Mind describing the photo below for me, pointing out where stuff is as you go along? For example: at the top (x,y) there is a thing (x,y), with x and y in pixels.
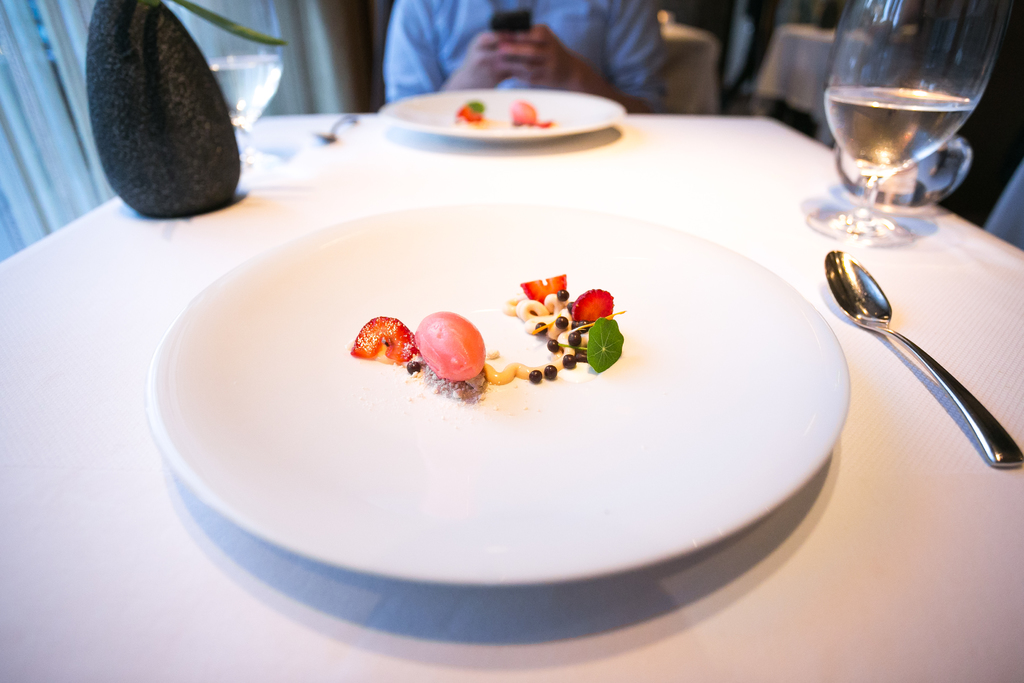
In the middle of this image (562,372), there are food items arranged on a white color plate (534,414). This plate (440,578) is placed on a white color table (138,460), on which there are two spoons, two glasses (274,58), a black color object (166,173) and another plate (599,103) which is having food items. In the background (607,9), there is a person (600,10) holding a mobile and sitting and there are other objects (745,74).
